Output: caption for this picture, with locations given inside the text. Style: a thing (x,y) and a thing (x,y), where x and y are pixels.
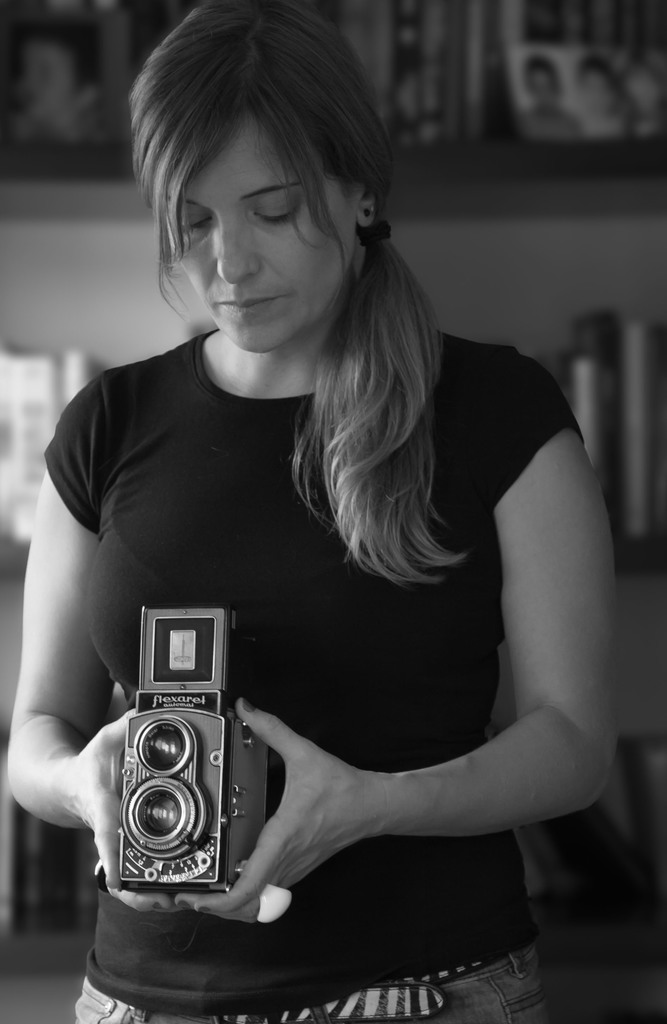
In this image i can see a woman (286,510) in black t shirt (334,593) is holding a camera (211,786), In the background (641,527) i can see few photos (584,134) and few books (618,531) in the rack (617,587).
